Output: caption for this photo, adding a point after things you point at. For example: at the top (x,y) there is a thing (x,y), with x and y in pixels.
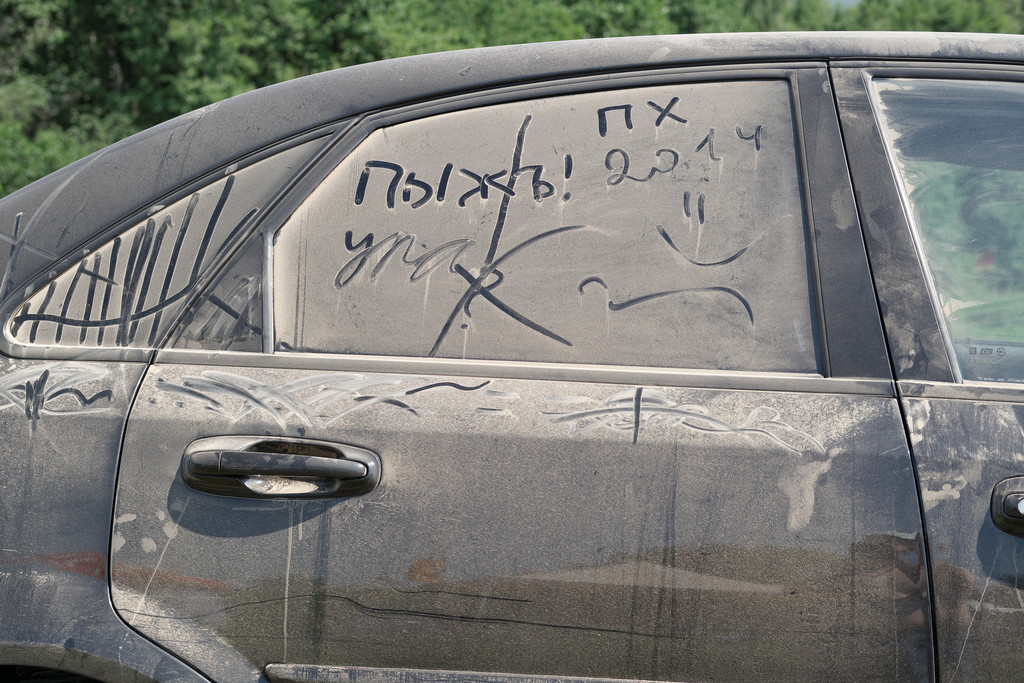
In this picture I can see in the middle (370,246) there is a vehicle (489,381) in black color, in the background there are trees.
